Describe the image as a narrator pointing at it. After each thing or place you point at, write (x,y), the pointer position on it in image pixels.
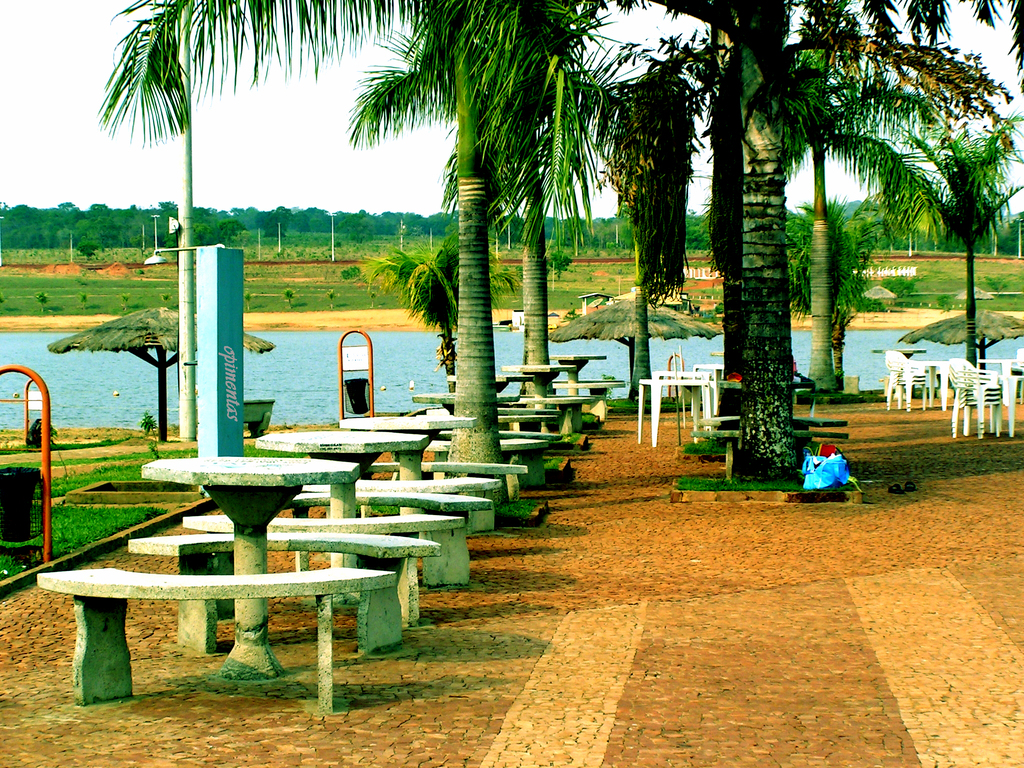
In this picture there are tables (419,419) and benches (87,692) on the left side of the image (215,554) and there are trees (655,228) in the center of the image (665,271), there are chairs (971,365) on the right side of the image (694,360) and there is water (893,332) in the background area of the image (881,346).
